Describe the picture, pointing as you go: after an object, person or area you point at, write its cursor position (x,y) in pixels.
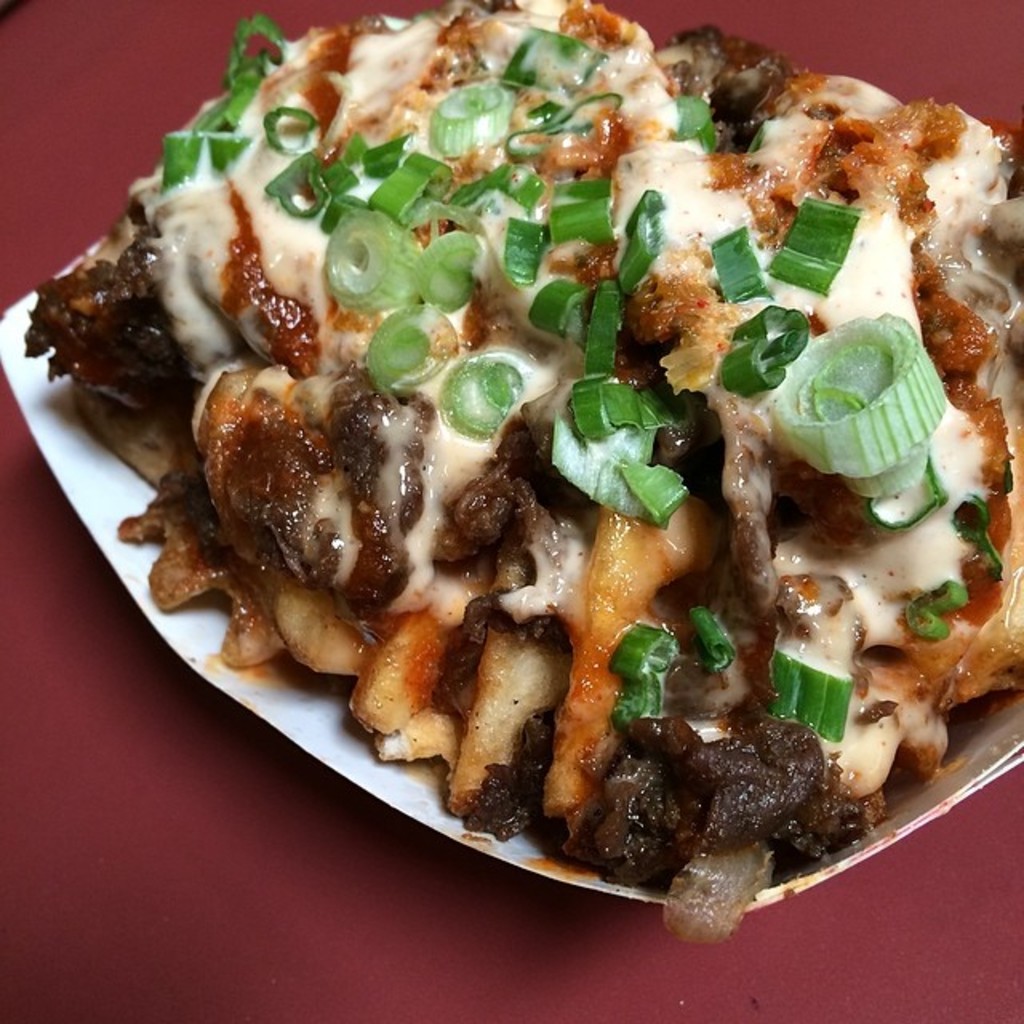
In this picture we can see food (566,457) in the plate (165,624).
